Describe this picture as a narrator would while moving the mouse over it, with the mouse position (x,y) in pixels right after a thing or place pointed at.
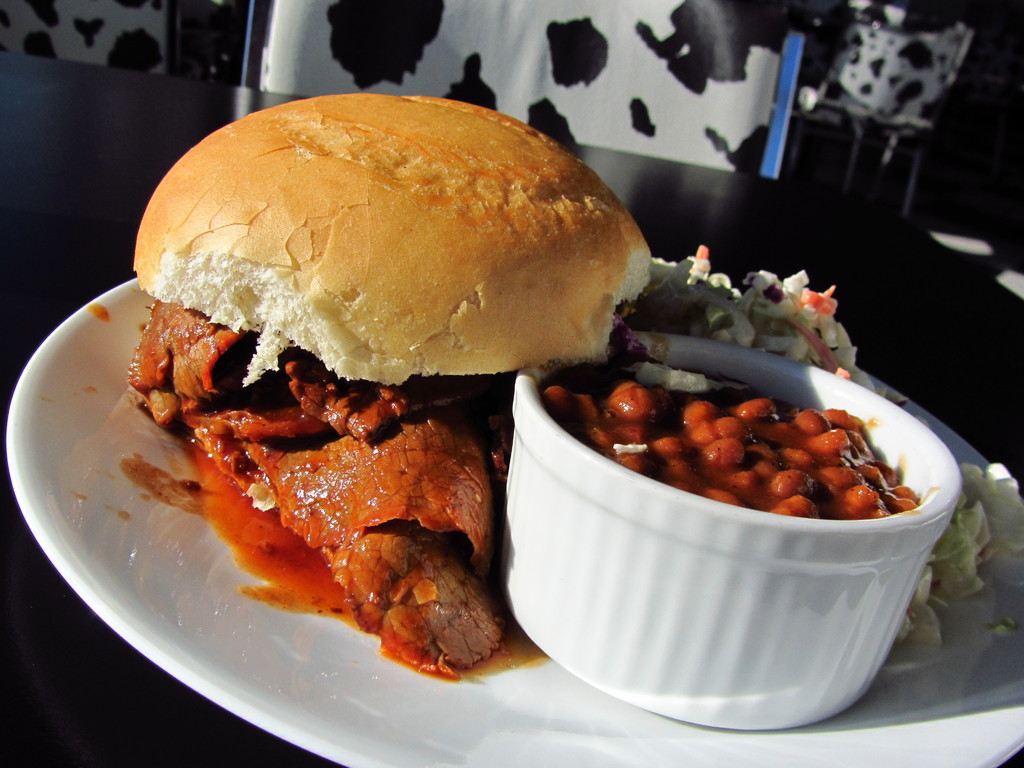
In this picture we can see a plate (870,746) with food items (538,303) and a bowl (802,392) on it and this plate (731,759) is placed on a table (53,688) and in the background (90,45) we can see chairs (723,27).
